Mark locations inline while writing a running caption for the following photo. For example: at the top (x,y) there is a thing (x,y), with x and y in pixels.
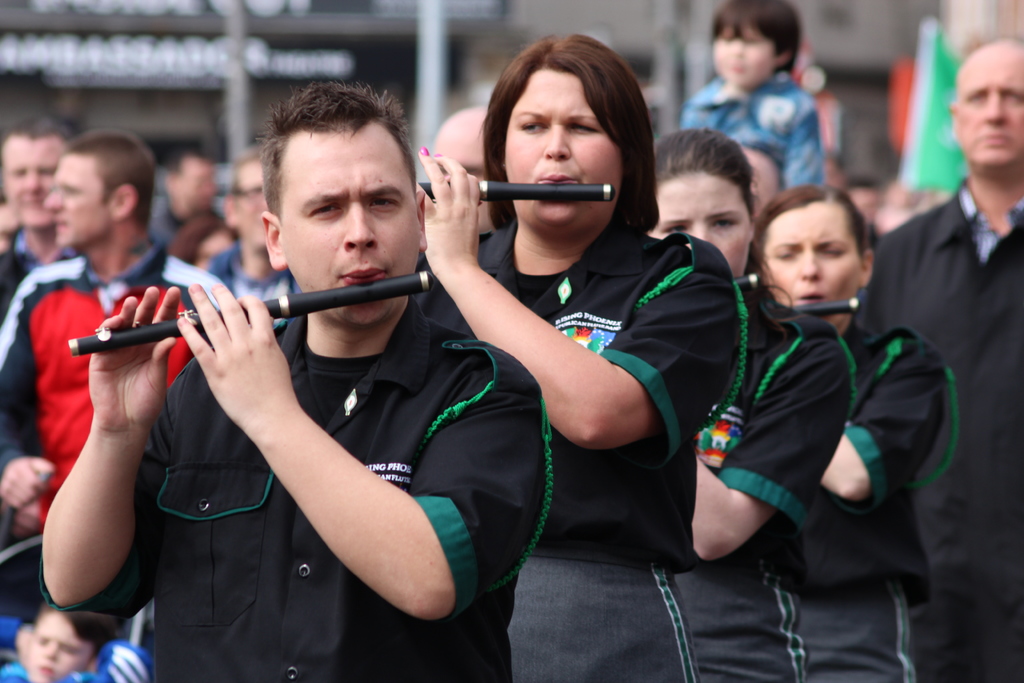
There is a group of people (586,303) standing one next to another and playing flute (362,285) and there is a Man (999,115) standing at the right side (959,254) and in the background (681,14) we can see the Building (410,38).
